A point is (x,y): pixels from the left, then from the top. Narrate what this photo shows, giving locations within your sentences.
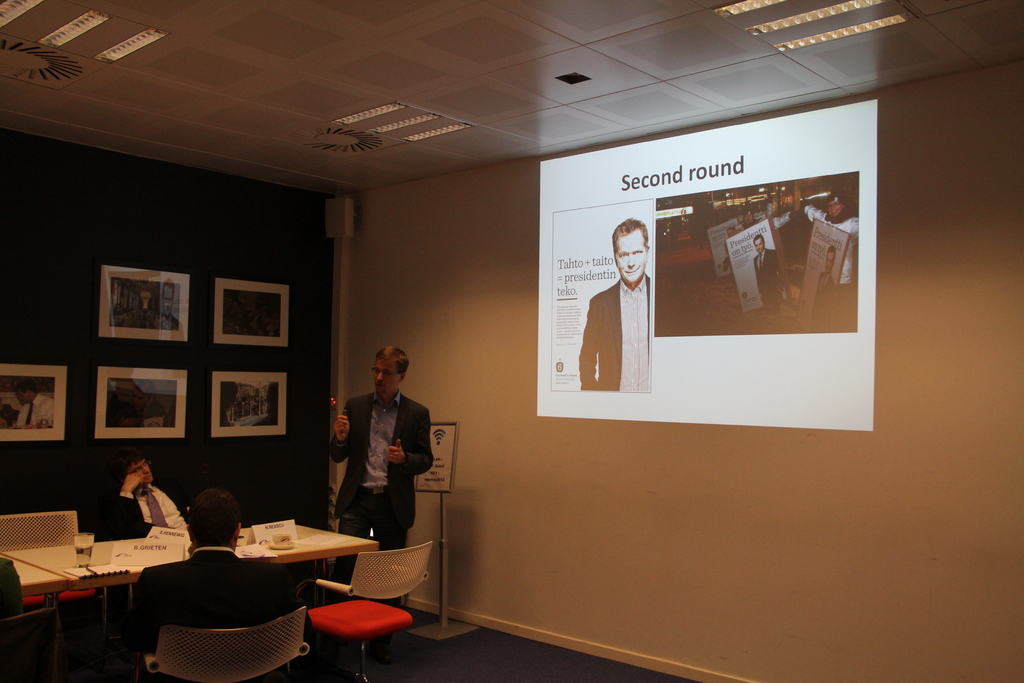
A man (385,362) is standing and giving a presentation with a screen (580,342) behind him. There are few men (193,553) sitting at a table (108,549) and listening to him.
